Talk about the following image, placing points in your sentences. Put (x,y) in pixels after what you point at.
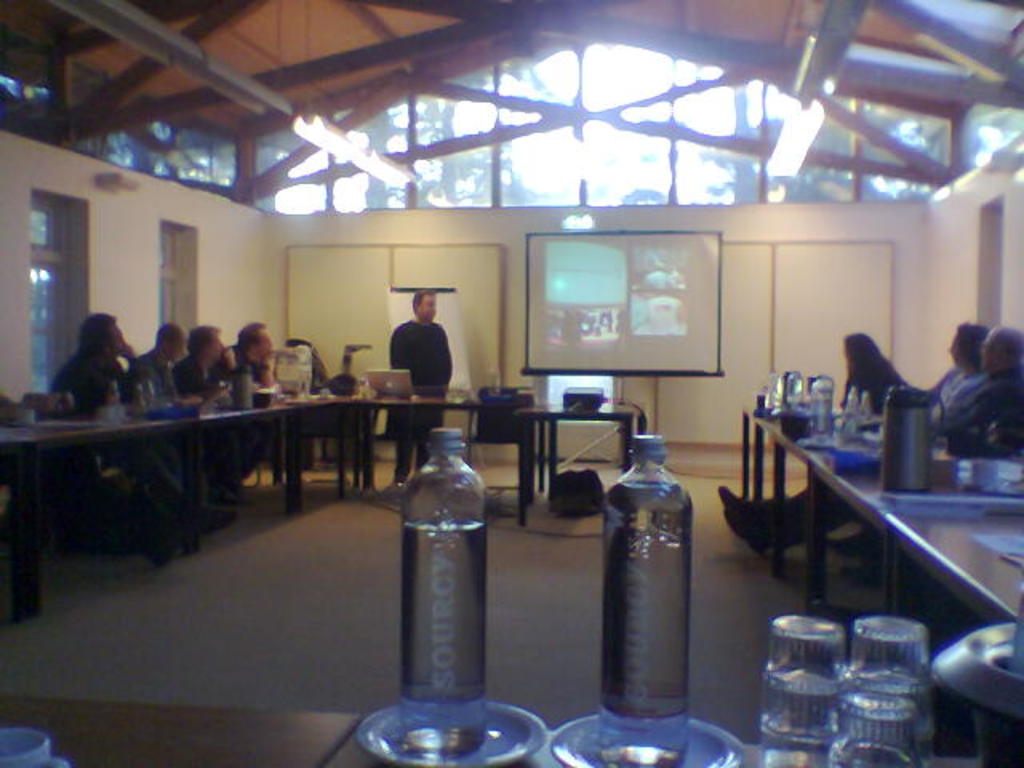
In this image i can see a group of people (210,393) who are sitting on the chair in front of a table (366,458) and a man (424,352) is standing. On the table (128,425) we have few objects (897,450) on it. I can also see there is a projector screen (603,305).
